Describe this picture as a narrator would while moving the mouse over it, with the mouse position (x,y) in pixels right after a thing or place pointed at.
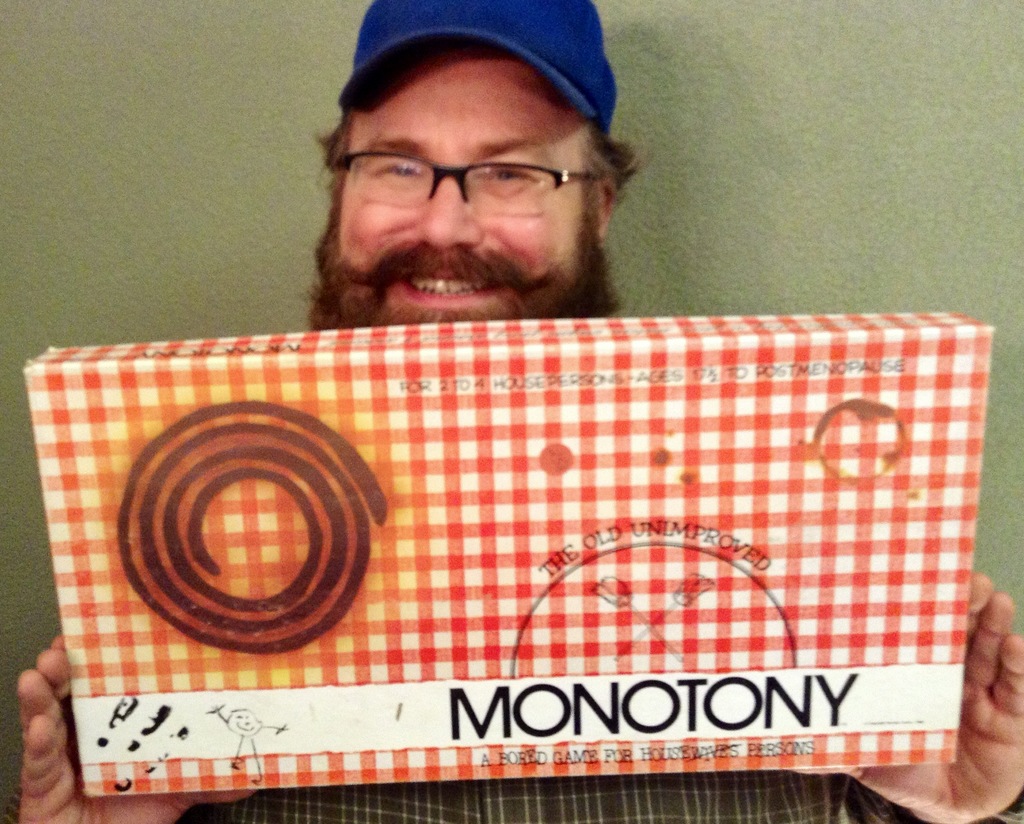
In this picture there is a man (610,809) in the center of the image (550,324), by holding a monotony box (559,657) in his hands (53,672).
